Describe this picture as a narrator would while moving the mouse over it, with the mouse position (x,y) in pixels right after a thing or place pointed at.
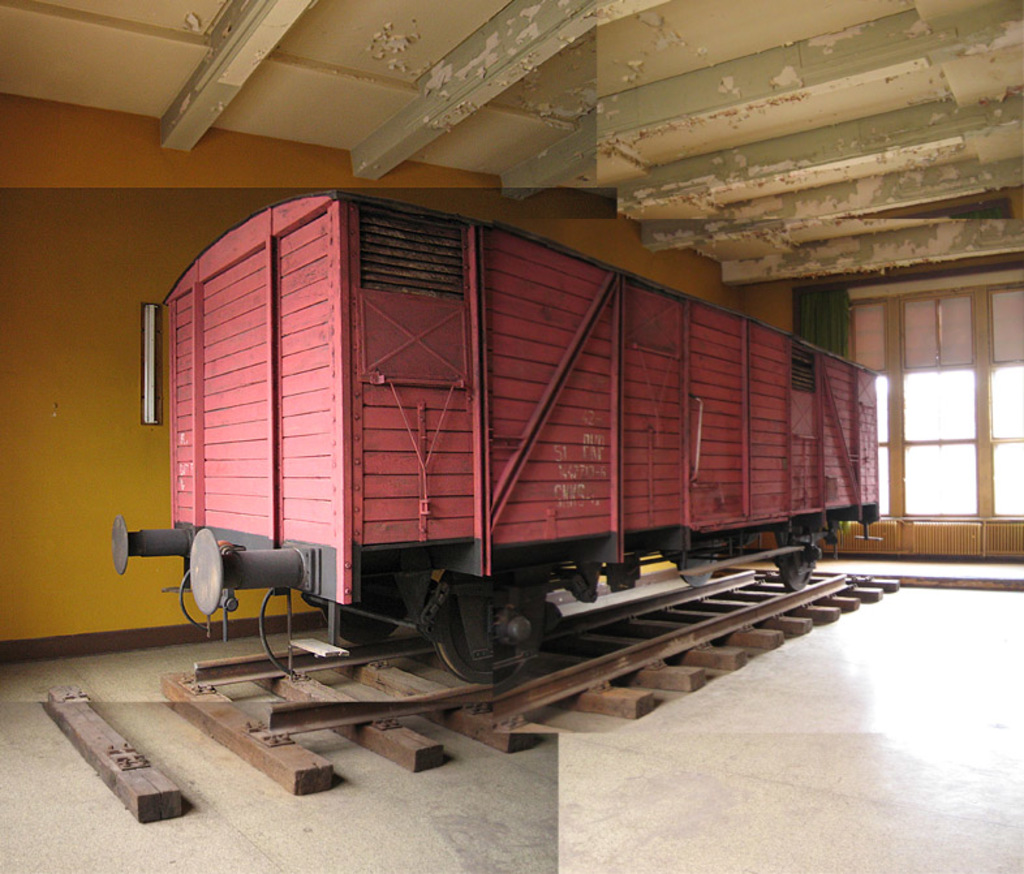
In the picture I can see a train bogie (553,406) on the railway track (842,599). I can see the glass windows (920,392) on the right side (1013,443). I can see the roof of the house (705,134) at the top of the picture (628,127). I can see the yellow color painting (123,302) on the wall (131,399).
